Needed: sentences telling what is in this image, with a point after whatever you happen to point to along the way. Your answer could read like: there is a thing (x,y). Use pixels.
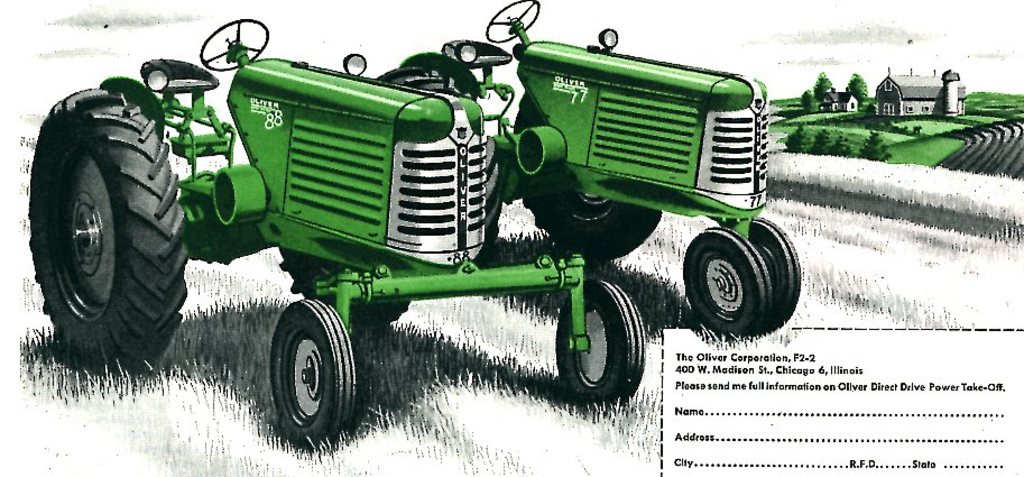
This image looks like a painting. I can see two tractors (443,185), which are green in color. These are the letters (686,439) in the image. I can see two houses (880,108) with windows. These are the trees (855,87) and fields (939,129).
